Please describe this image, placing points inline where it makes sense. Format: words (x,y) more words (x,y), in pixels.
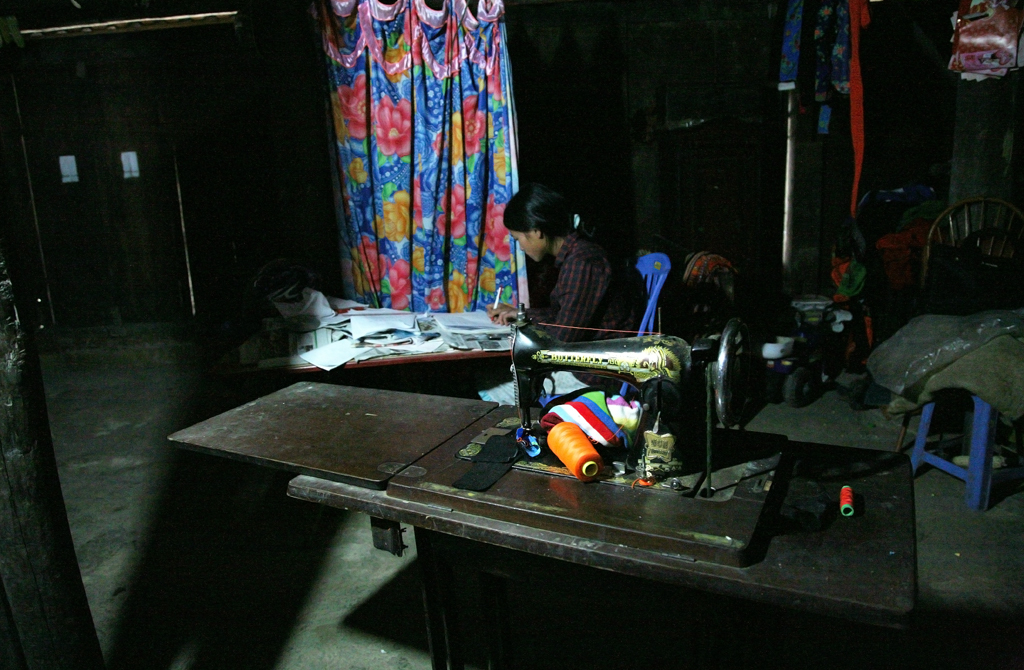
In this image we can see a person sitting on a chair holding the pen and a book (441,317) beside a table (460,356). We can also see some papers (374,340) on the table (394,361). On the bottom of the image (506,512) we can see a sewing machine (603,355) and sewing threads (591,467) on it. On the backside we can see a chair (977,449), a door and a curtain (427,298).
